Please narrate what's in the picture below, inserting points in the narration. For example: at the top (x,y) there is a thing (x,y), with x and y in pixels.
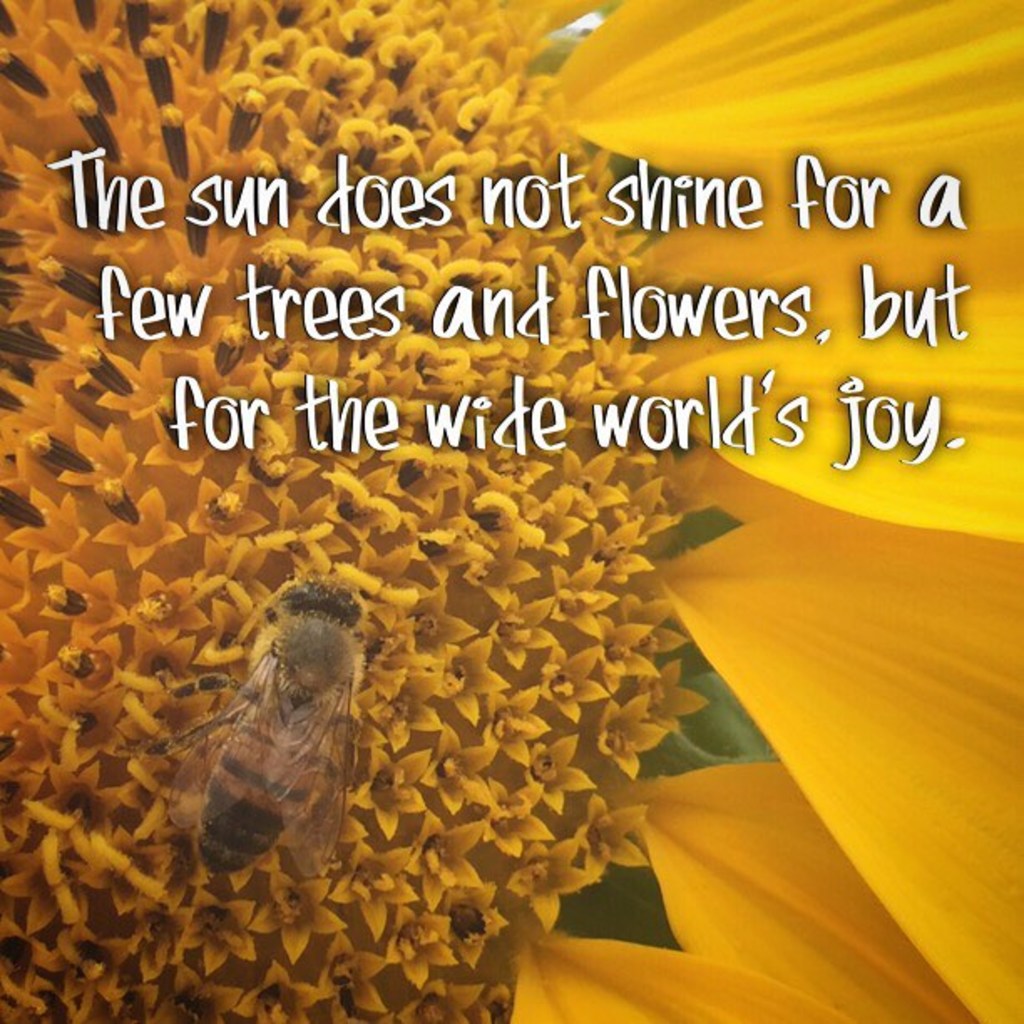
In this image we can see many flowers (122,342). We can see an insect (302,720). There is some text (428,420) in the image.
